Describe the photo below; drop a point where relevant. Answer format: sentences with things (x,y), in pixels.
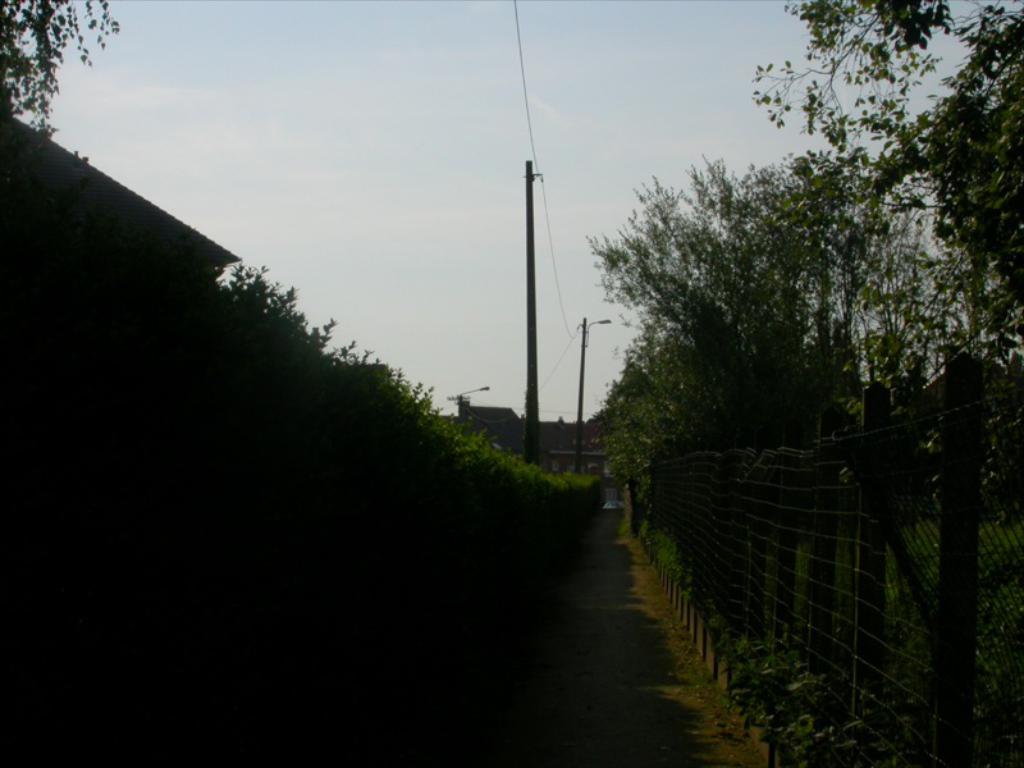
In the middle (601,510) we can see a path (603,551) and to either side of path (584,613) we can see trees (489,449) and on the right side (896,573) there is a fence (714,588). In the background (260,224) there are electric poles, wire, buildings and clouds (148,80) in the sky (470,57).
